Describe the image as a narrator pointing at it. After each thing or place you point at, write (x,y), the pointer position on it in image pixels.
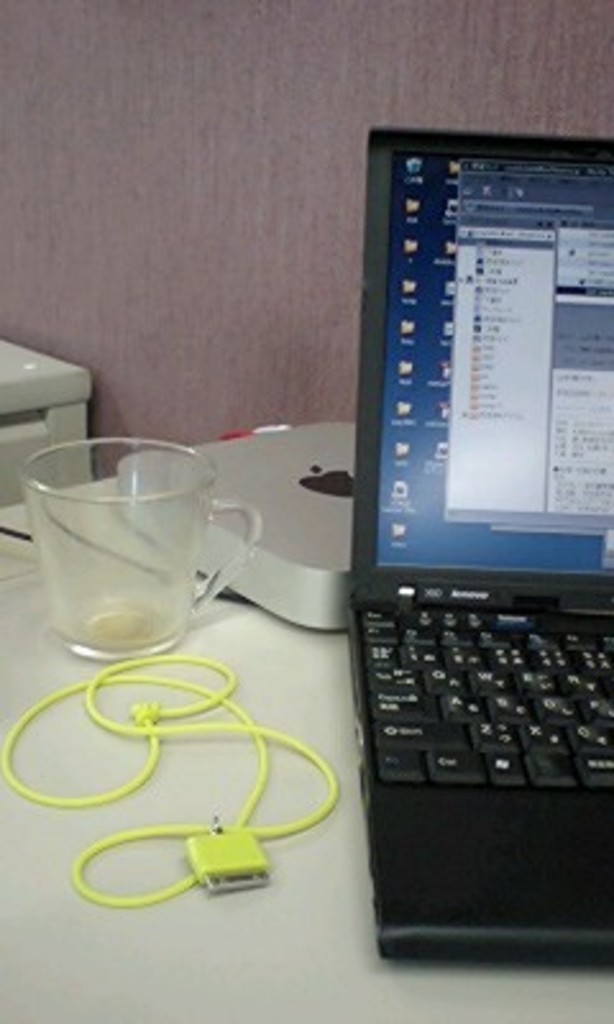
In the foreground of this image (409,767), on the table (221,966), there is a cable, cup (182,517), a chrome box (272,500) and a laptop (499,701). In the background (198,242), there is a wall (137,331) and an object (15,417).
